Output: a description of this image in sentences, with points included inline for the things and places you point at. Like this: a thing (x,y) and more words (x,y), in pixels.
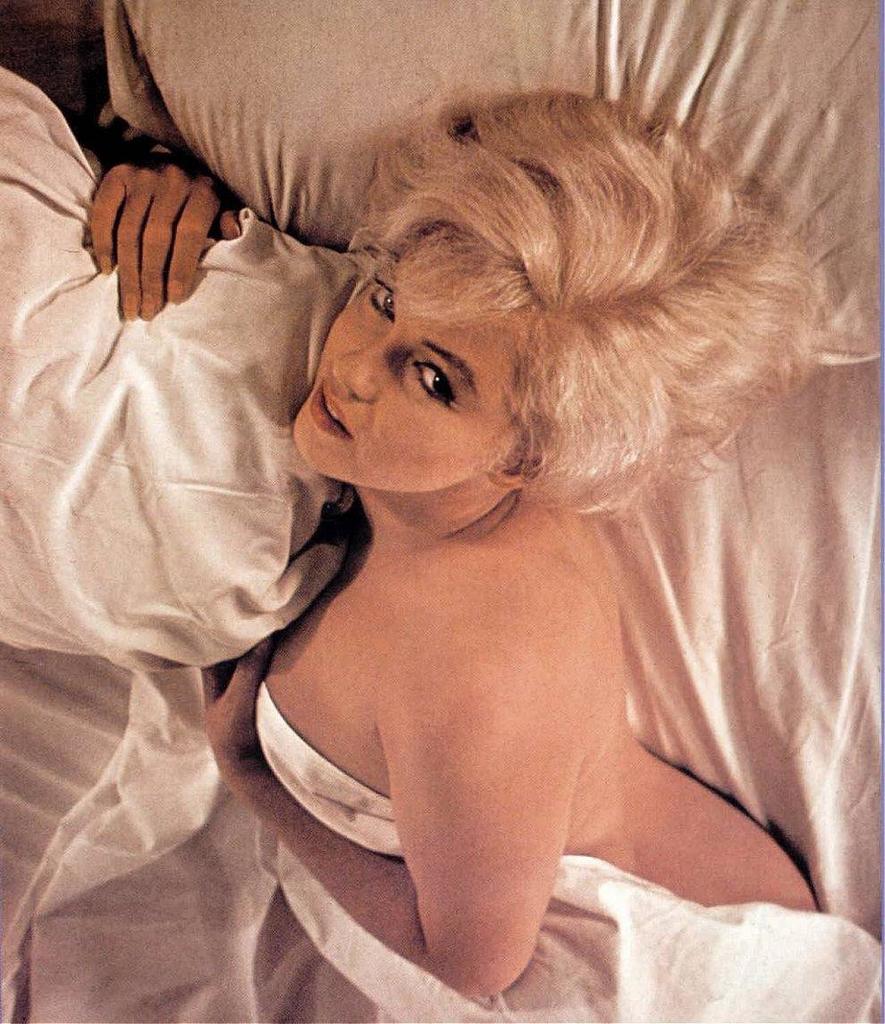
In this image there a woman (350,328) laying on bed (115,776), on the bed (131,787) there are two pillows (134,341) visible on the bed (391,29).
